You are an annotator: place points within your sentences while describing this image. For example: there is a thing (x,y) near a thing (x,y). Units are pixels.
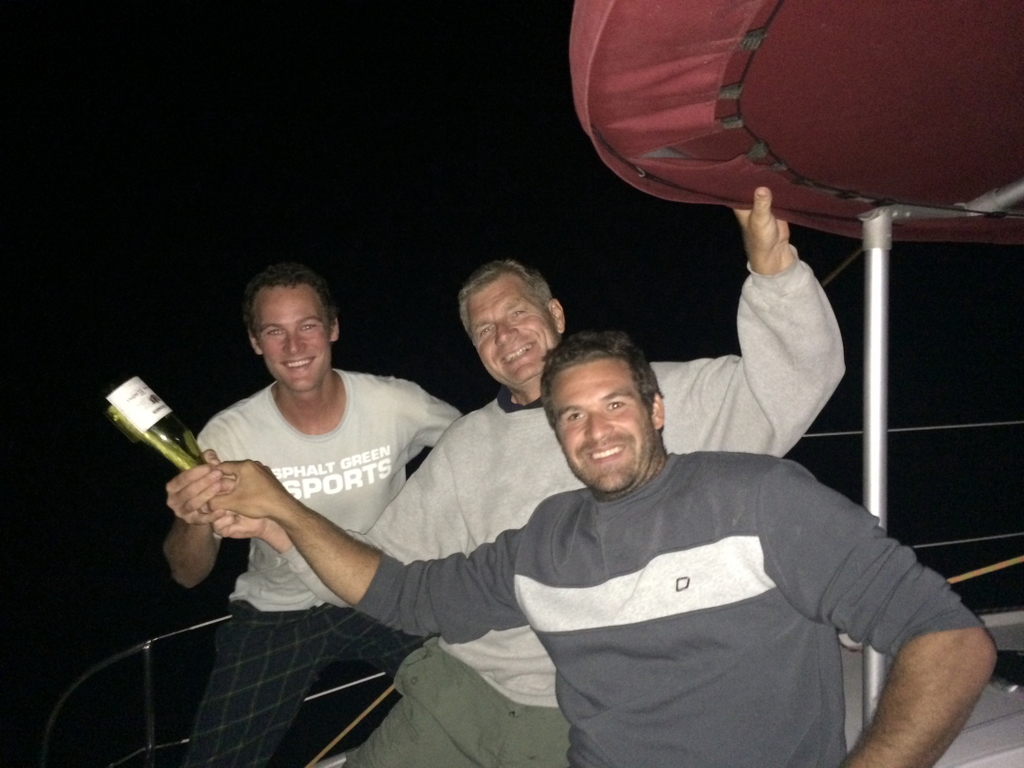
Here in this picture we can see three men (546,444) are standing and smiling. In their hands (214,494) there is a bottle (137,422). The middle man (500,354) is holding a red color tent (743,147) in his hand (772,219). They are on the boat (969,743).
